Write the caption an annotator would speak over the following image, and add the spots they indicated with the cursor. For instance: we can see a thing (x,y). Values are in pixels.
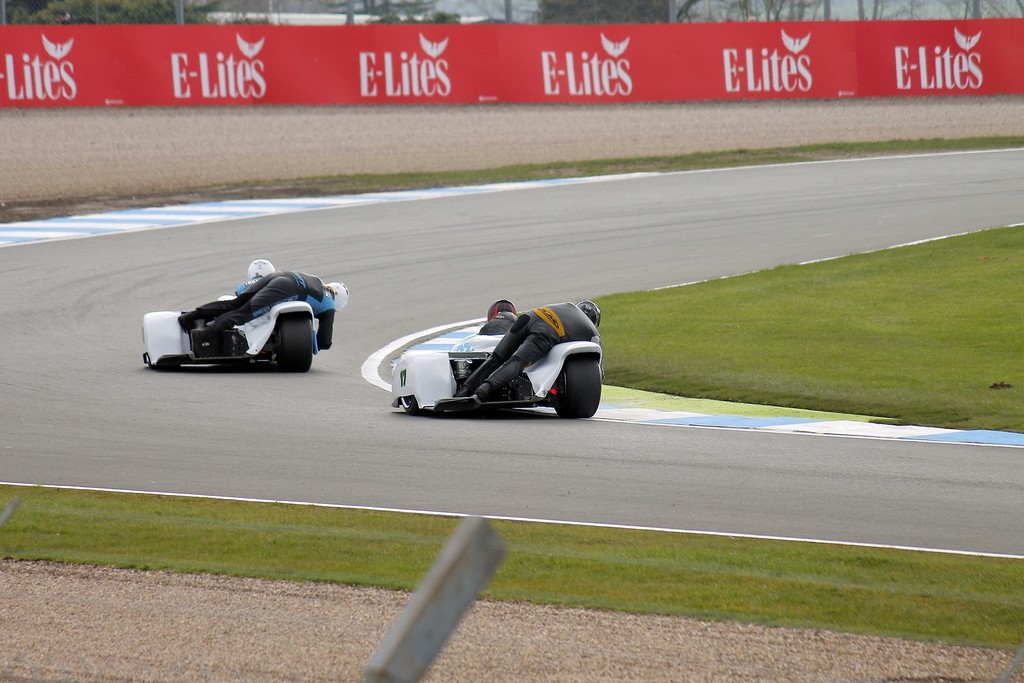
In this image I can see two vehicles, on the vehicles (406,364) I can see few persons (525,351) wearing black color dress (511,339). Background (480,75) I can see wall (290,144) in cream color and a board (396,58) in red color.
